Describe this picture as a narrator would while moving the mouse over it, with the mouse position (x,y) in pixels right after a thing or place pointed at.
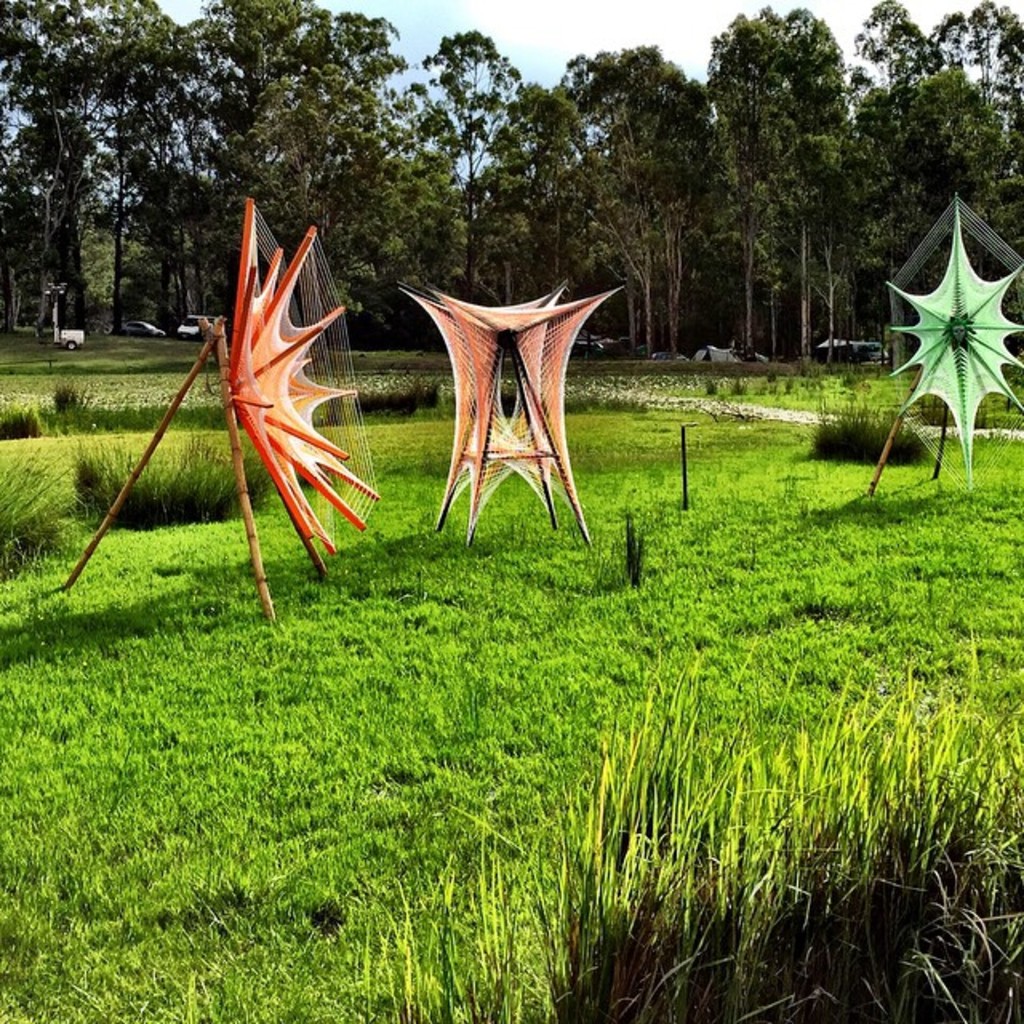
In this image I can see the grass (484,716). In the background (155,330), I can See the vehicles (145,334), trees (501,182) and the sky (416,38).
